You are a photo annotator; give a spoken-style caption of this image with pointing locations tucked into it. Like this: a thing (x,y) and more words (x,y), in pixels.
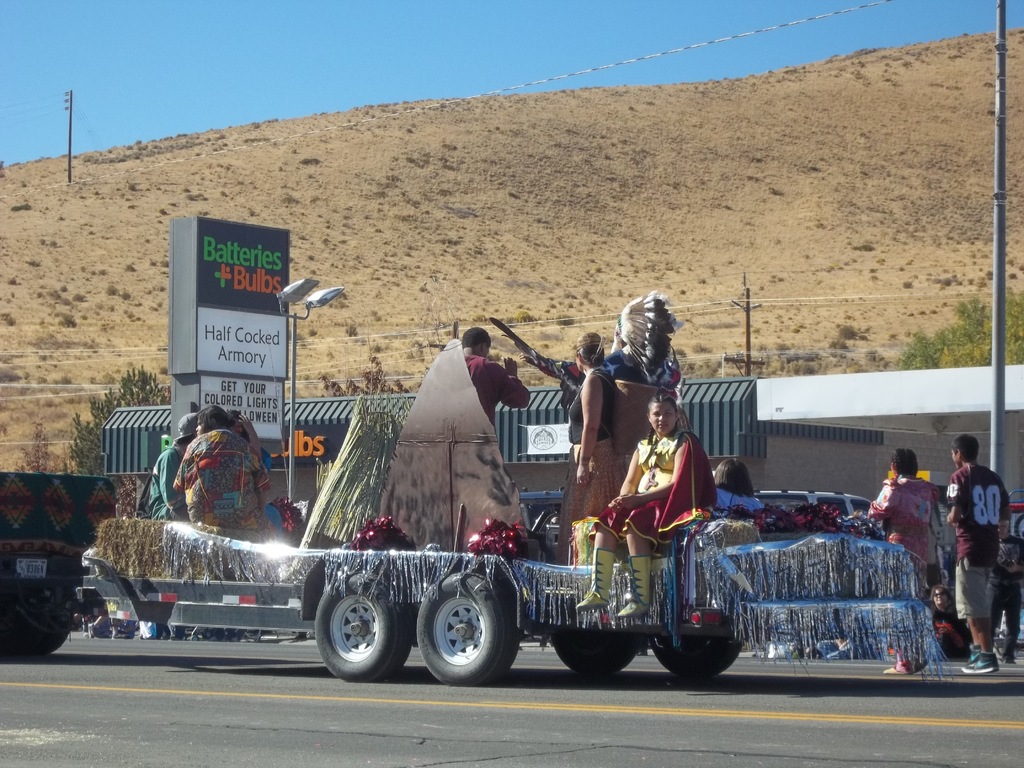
In this picture we can see few cars (535,511) and a truck (780,554), and we can find few people (168,451) are seated on the truck (504,559), in the background (718,389) we can see few hoardings (232,269), shed (769,389), trees (978,354) and poles (748,325).
